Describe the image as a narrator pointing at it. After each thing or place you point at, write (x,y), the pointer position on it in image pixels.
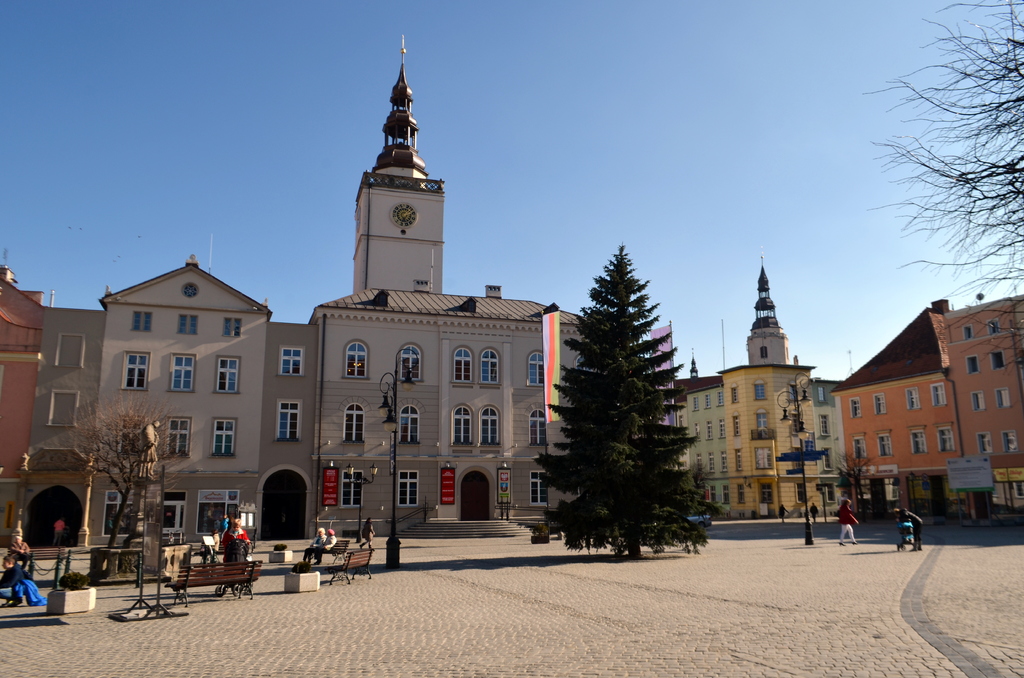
In this image we can see some group of persons (217,541) standing and some are sitting on benches (349,549), we can see open area (664,593), in the background of the image (681,493) there are some buildings (481,479), trees (569,489) and top of the image (461,134) there is clear sky (462,134).
